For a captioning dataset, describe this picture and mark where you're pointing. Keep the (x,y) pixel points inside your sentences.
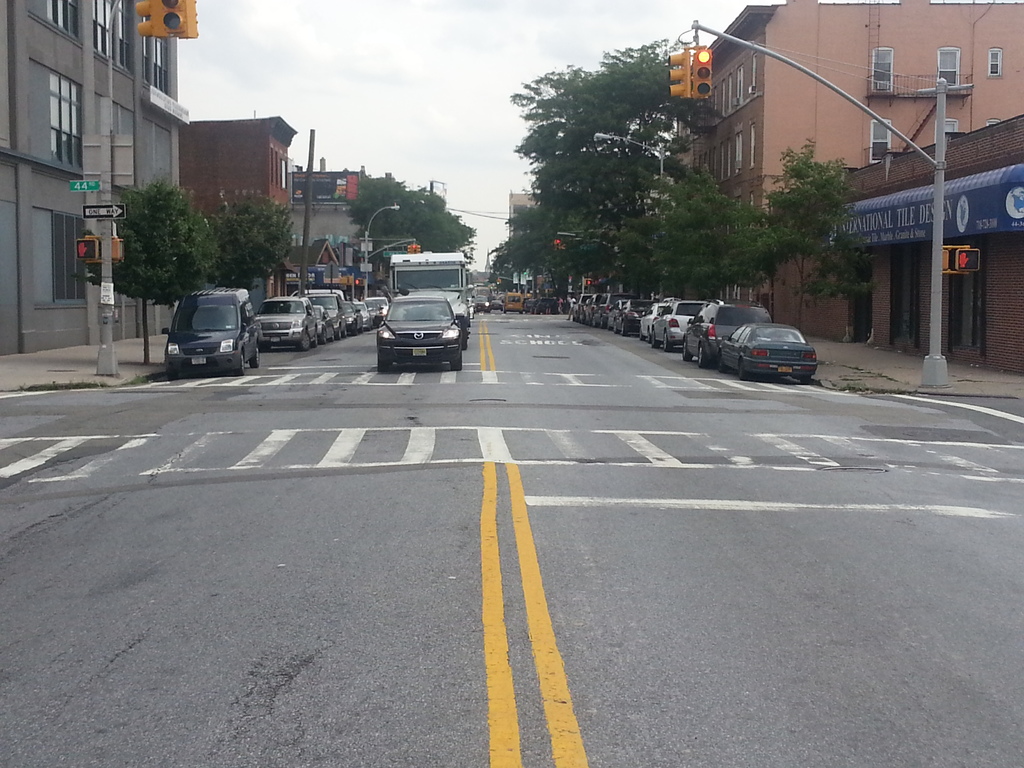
In the center of the image (408,331) we can see vehicles (652,323) on the road (424,419). On the right side of the image (685,205) we can see trees (612,211), poles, traffic signals (699,68) and buildings (723,139). On the left side of the image (198,213) we can see trees (212,227), buildings (13,143) and traffic signals (90,237). In the background (379,76) we can see sky (467,63) and clouds (471,28).
